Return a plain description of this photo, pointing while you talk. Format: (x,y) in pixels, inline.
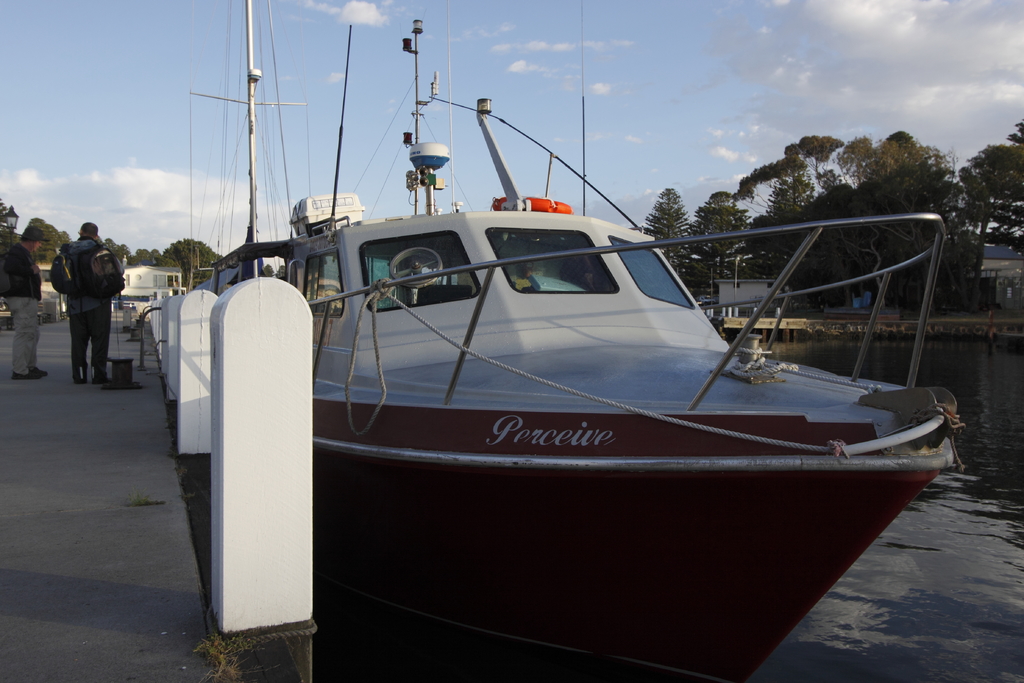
On the left side (136,431) there is a pavement (115,390), on that there are people (28,325) standing, beside the pavement (134,408) there are pillars (209,440), on the right side (757,629) there is a boat (681,397) on a canal (984,471), in the background (938,281) there are trees (948,194) and the sky (245,79).
